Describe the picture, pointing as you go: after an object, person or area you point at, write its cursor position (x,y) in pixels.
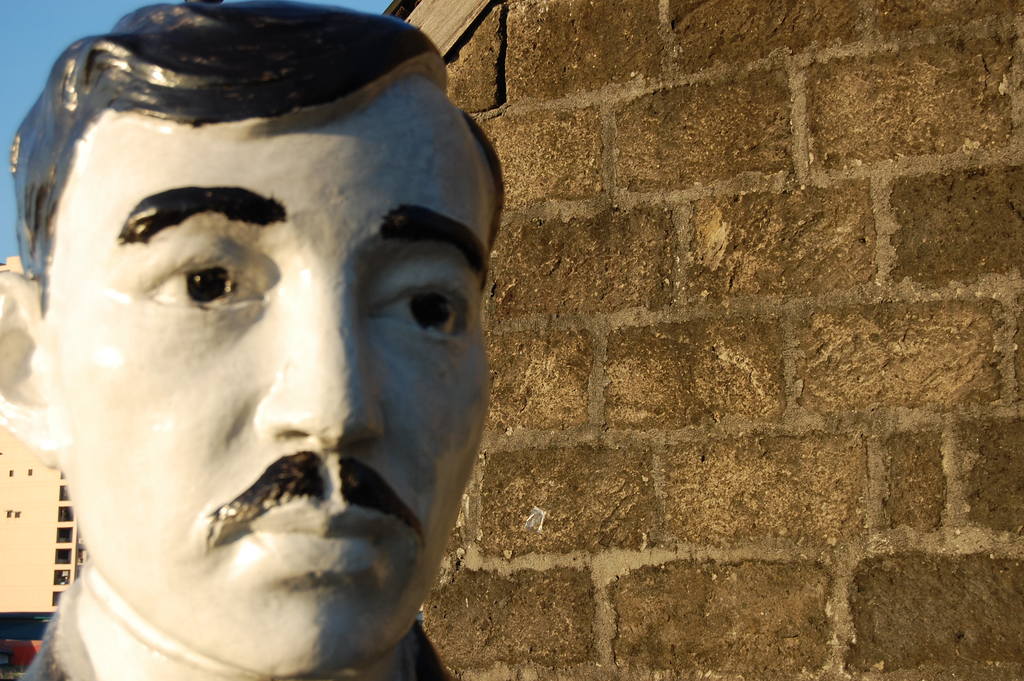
In front of the picture, we see the statue (144,430) of the man (181,492). On the right side (715,178), we see a wall (873,357) which is made up of stones (707,363). In the background (45,480), we see the building (20,544) in white color. In the top left (50,33), we see the sky (72,37).
